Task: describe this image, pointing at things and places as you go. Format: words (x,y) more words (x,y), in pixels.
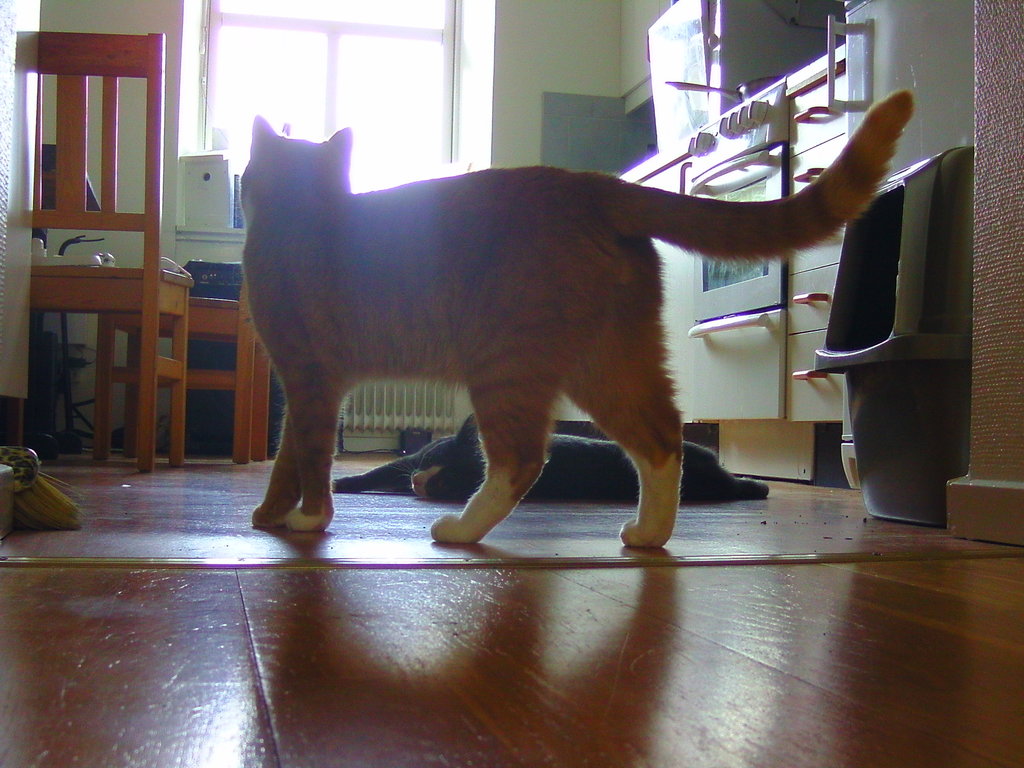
On the left side of the image (84,223) we can see a chair (68,214). In the middle of the image (522,272) we can see two cats (505,436), where one cat (518,277) is brown in color and standing and another is in black color and lying on the floor (705,753). On the right side of the image (770,161) we can see an electronic machine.
